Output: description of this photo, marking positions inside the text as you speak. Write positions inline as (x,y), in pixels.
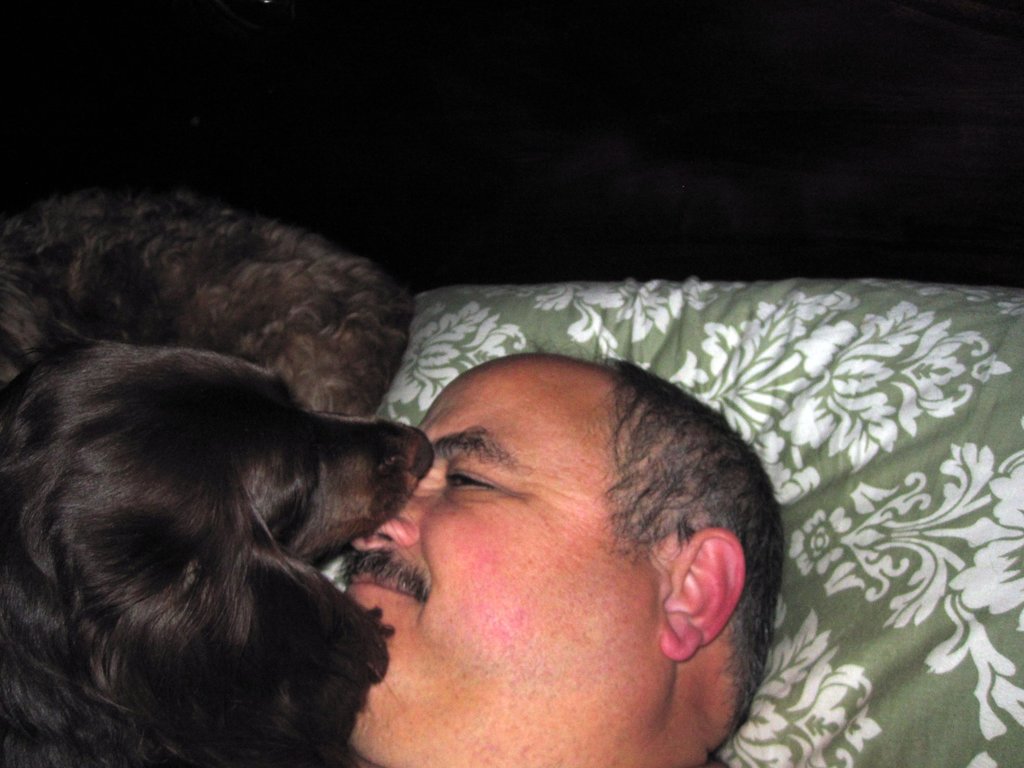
In the picture there is a man (601,566) lying on the bed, beside the man (502,551) there is a dog (293,763).
